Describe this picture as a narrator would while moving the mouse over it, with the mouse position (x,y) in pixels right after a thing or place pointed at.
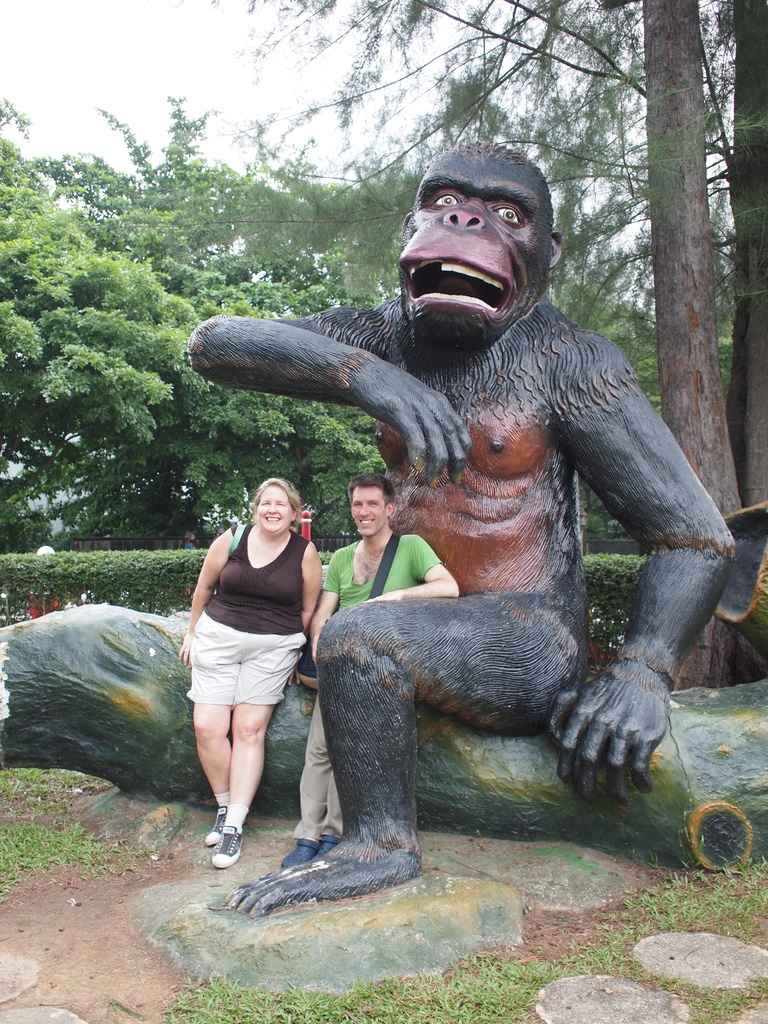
In the center of the image (422,532) there is a depiction (418,514) of a gorilla (457,539). There are two persons (366,478) standing. At the background of the image (217,494) there are trees (65,423).
